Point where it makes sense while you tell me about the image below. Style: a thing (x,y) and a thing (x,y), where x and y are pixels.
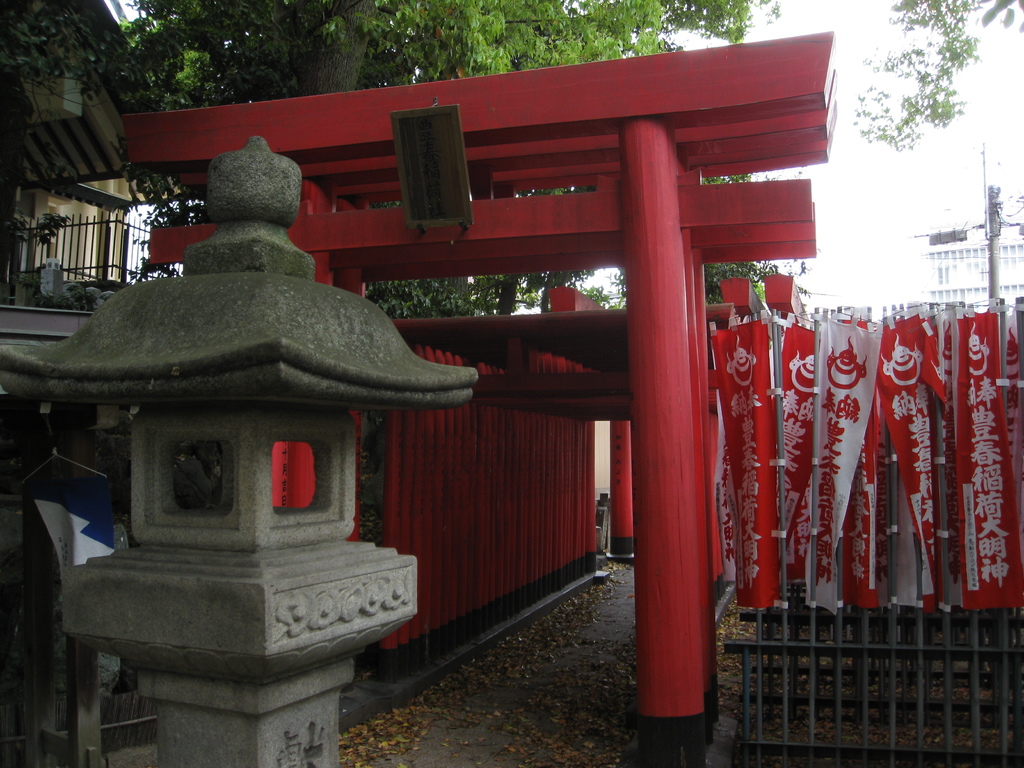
In this image I can see a stone pole (91,340) in the front (209,508). In the background (615,411) I can see few red colour pillars (662,506), few trees (510,278) and few buildings (22,254). On the right side of the image (1001,354) I can see the iron bars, a pole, few colourful things (916,482) and on it something is written. On the top left side of the image (92,253) I can see the iron fence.
